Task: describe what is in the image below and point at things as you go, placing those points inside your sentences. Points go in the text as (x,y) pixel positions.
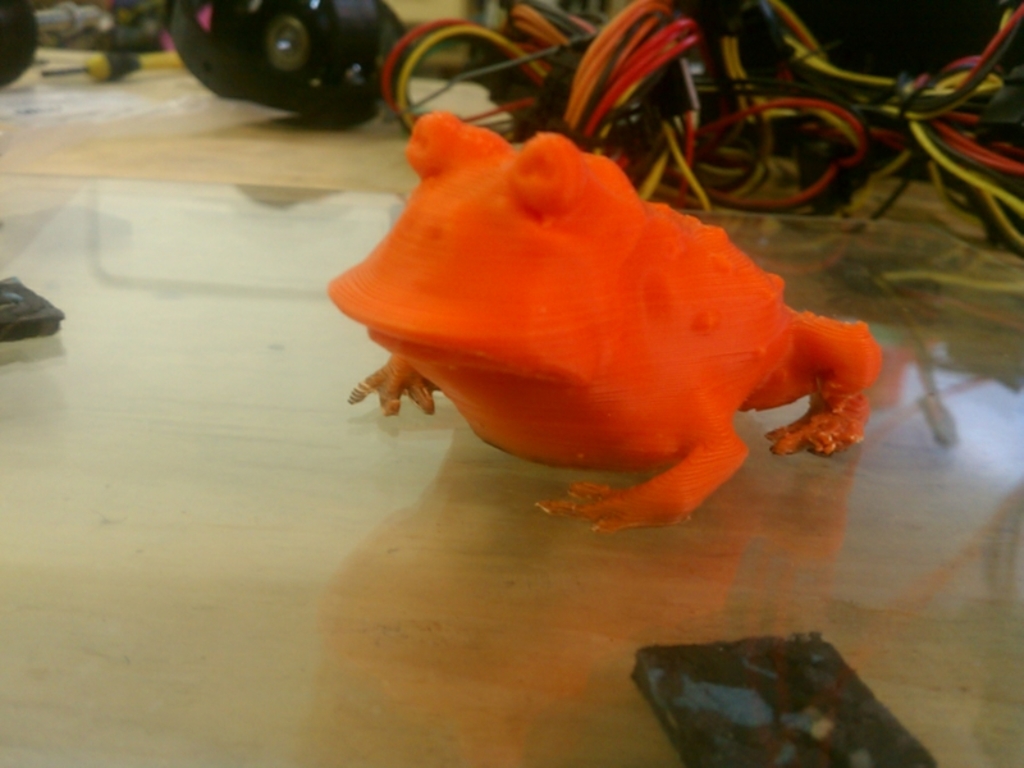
In this image I can see an orange color frog (572,383) on the table (440,609). In the background (631,71), I can see the wires (683,74).
